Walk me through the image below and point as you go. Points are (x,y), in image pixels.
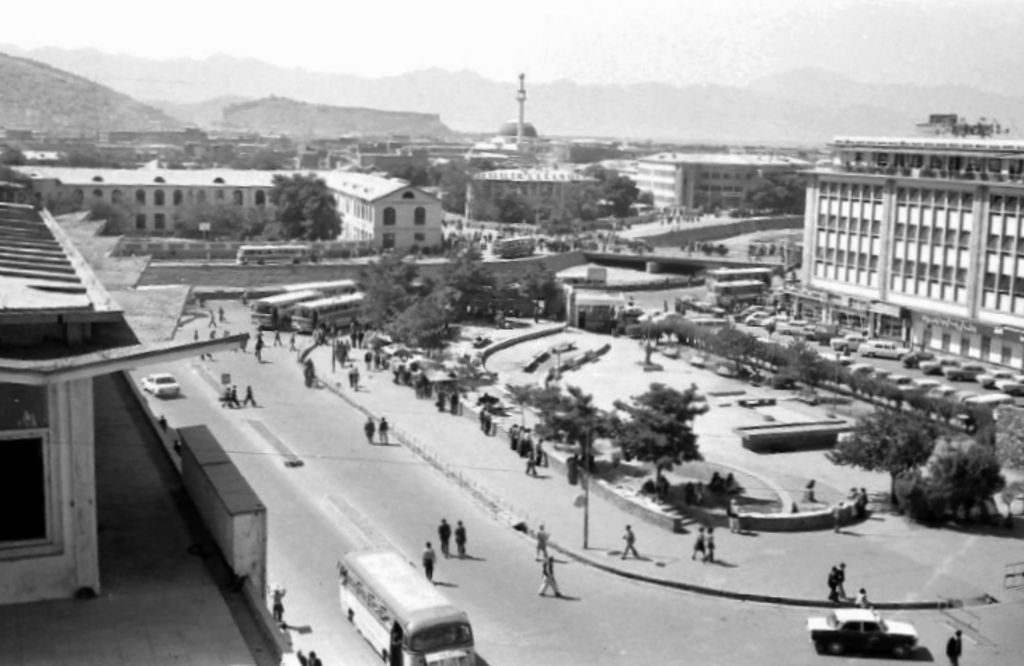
This image is a black and white image. This image is taken outdoors. At the top of the image (541,45) there is a sky (554,46). In the background (360,102) there are few hills (721,98). At the bottom of the image (609,639) there is a road (537,646). In the middle of the image (392,278) there are many buildings (247,198) and trees (627,187). Many vehicles (417,604) are moving on the road (937,636). Many people (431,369) are walking on the road (296,352) and a few (434,388) are standing on the road (621,650).
